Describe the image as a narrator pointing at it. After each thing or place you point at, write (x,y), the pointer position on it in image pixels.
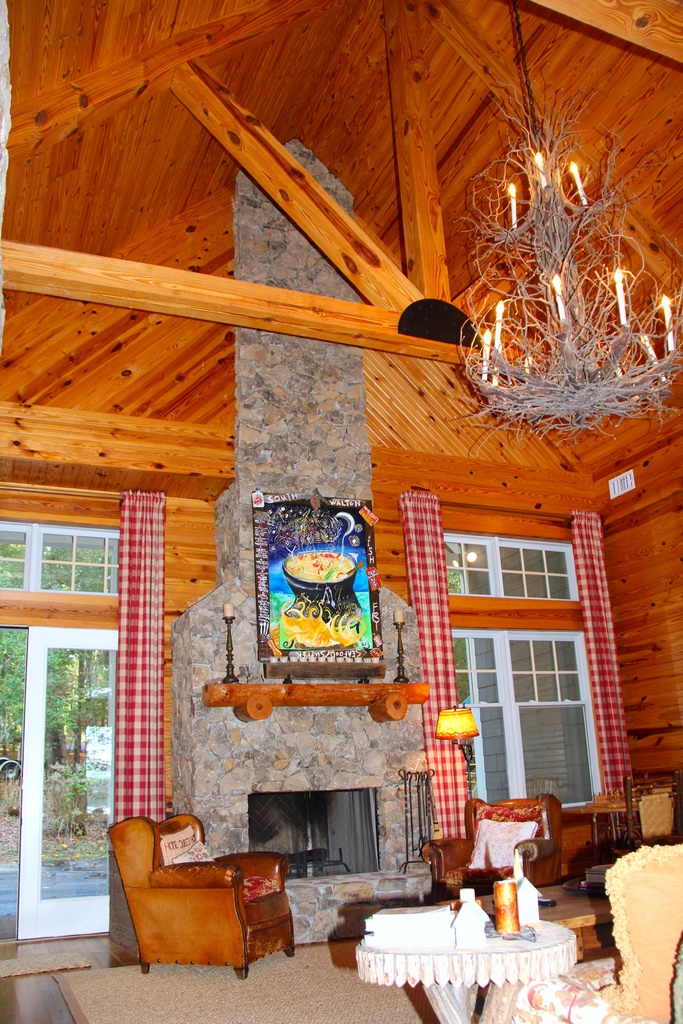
In this image i can see a bottle (510,907) on the table (557,934), two chairs (180,878), two couches (169,879). At the back ground (361,694) i can see a painting (306,559), a wooden pole (358,693), a frame (326,605) attached to a wall (290,450), a curtain (139,652), a door (76,697), a window (69,582), a tree (20,676) and at the top (559,296) i can see a chandelier (569,327).
